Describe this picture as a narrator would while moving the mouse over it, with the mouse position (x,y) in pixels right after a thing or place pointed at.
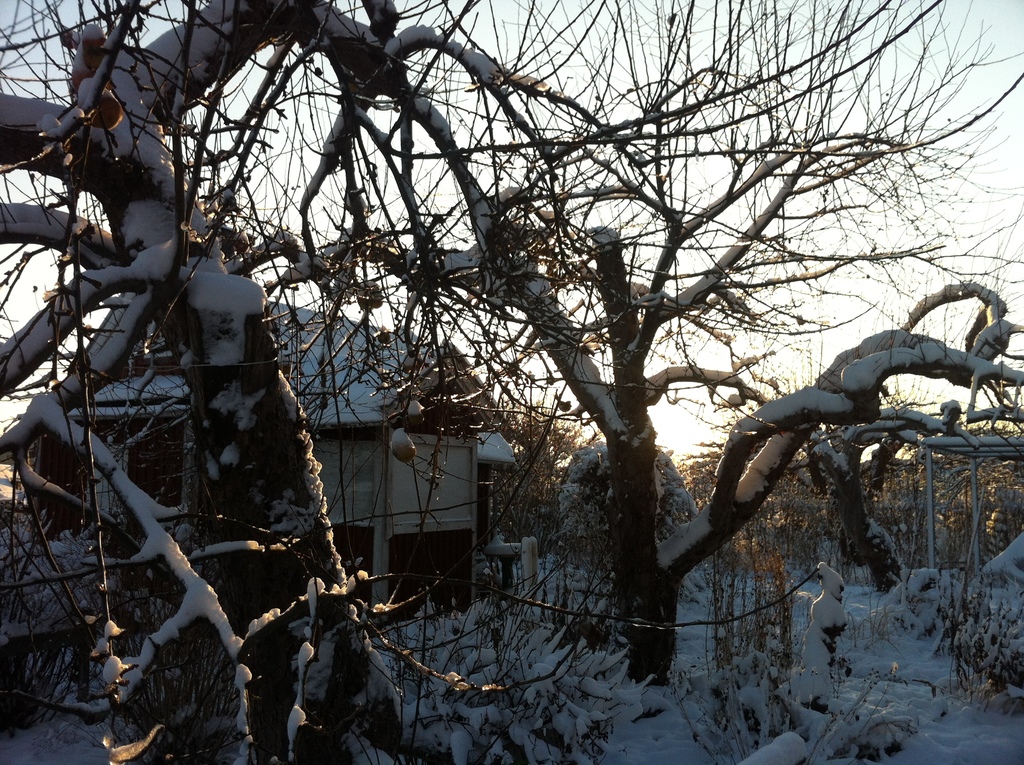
In the picture we can see two dried trees (643,112) with a snow (15,116) to it and the trees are on the snow surface (673,756) and behind the trees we can see a house (317,422) and in the background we can see trees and a part of the sky (660,62) from the trees (547,195).
